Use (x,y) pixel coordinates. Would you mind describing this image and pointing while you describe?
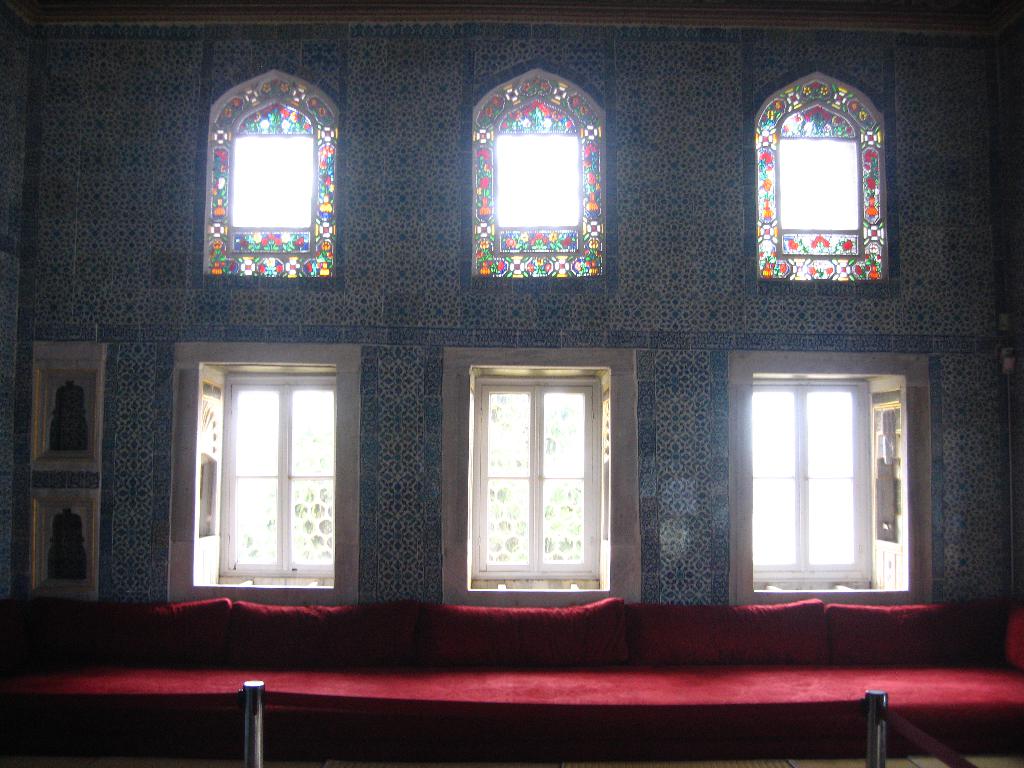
In this image, we can see a red couch (676,687) and in the background (334,247), there are windows (528,277) to a wall (696,313).
